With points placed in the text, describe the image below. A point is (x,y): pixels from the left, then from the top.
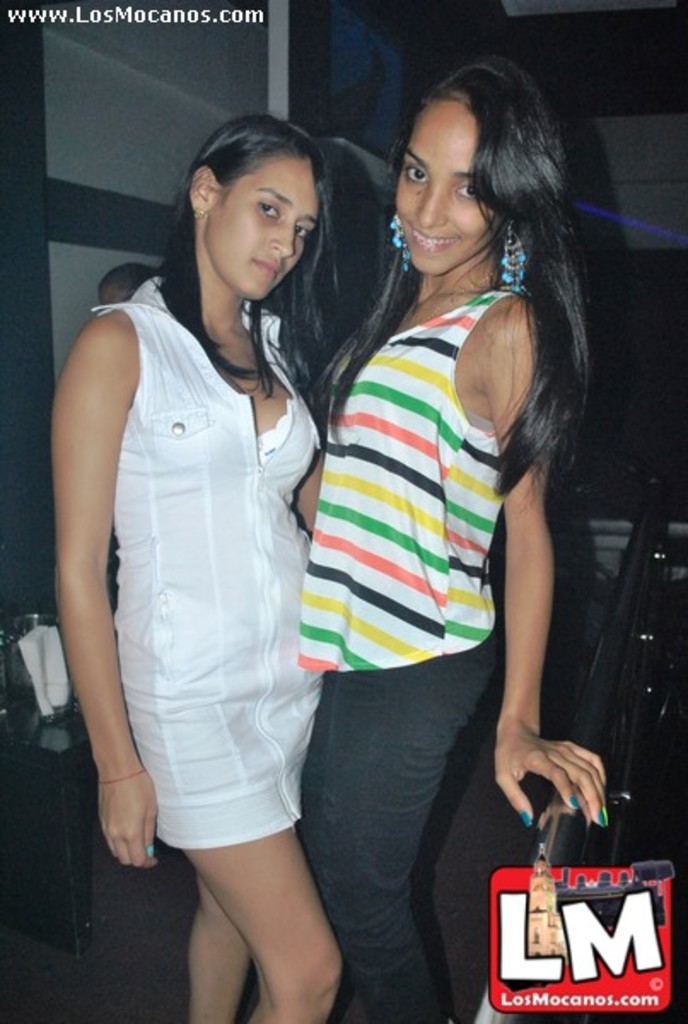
In this image we can see two women (351,643) standing.
